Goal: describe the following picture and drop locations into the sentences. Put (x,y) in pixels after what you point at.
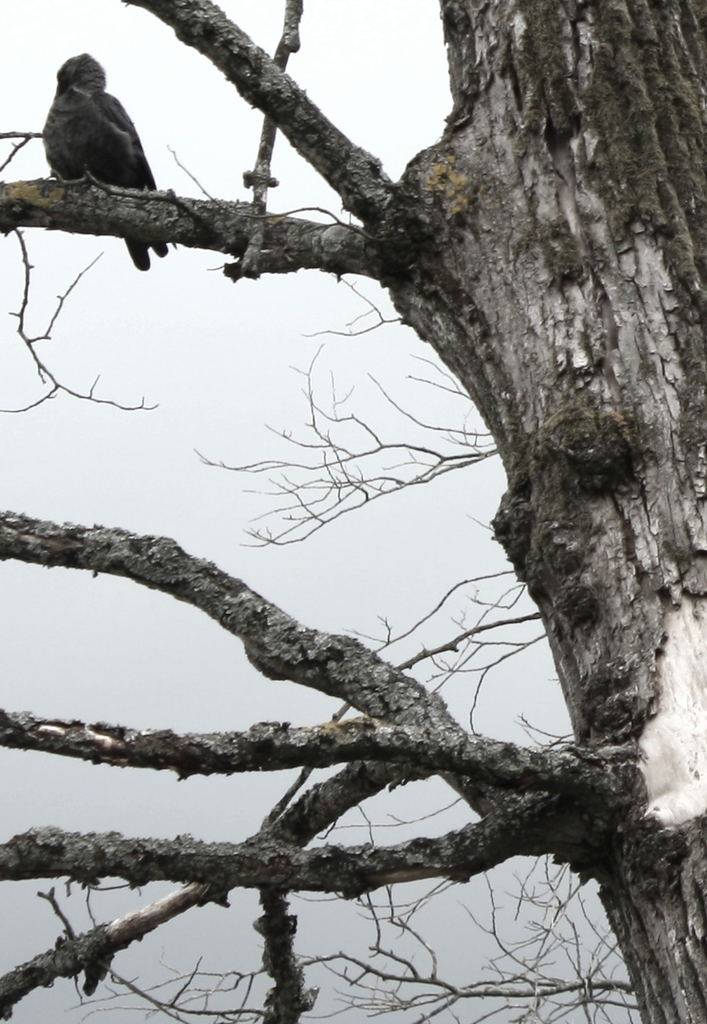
In the image we can see there is a dry tree (415,215) and there is a bird (112,147) sitting on the dry tree (96,216). There is a clear sky (259,360) on the top (262,319).
